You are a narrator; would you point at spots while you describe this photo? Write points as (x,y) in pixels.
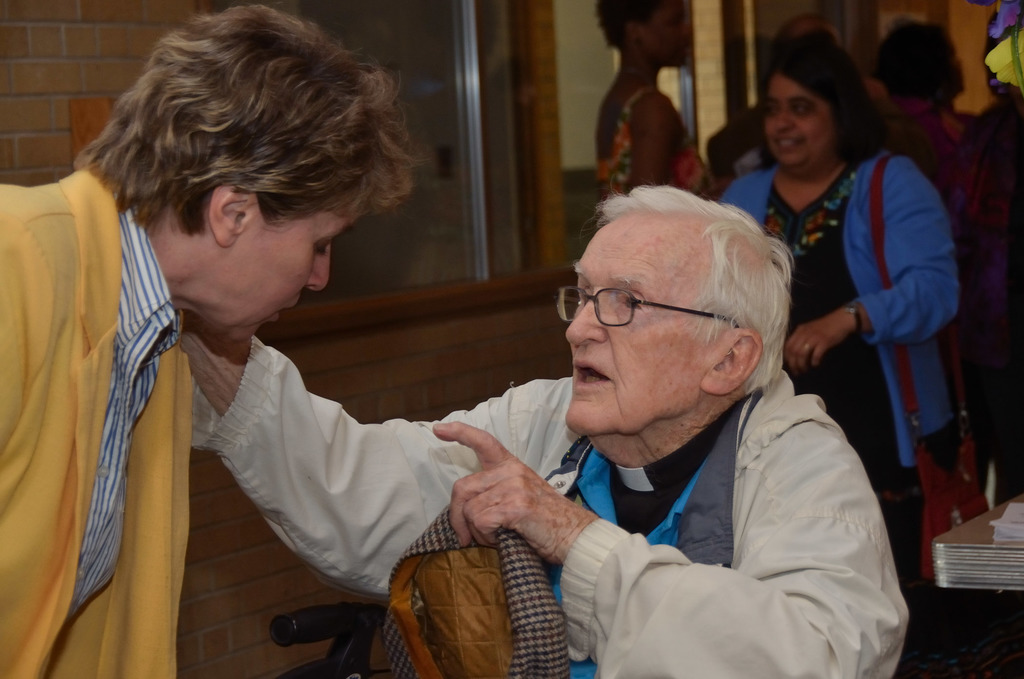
In this image we can see the people (807,194) standing on the floor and there is the other person (557,521) sitting on the chair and holding a cap (543,601). And at the side there is the wall (72,63) with the window (427,178).
